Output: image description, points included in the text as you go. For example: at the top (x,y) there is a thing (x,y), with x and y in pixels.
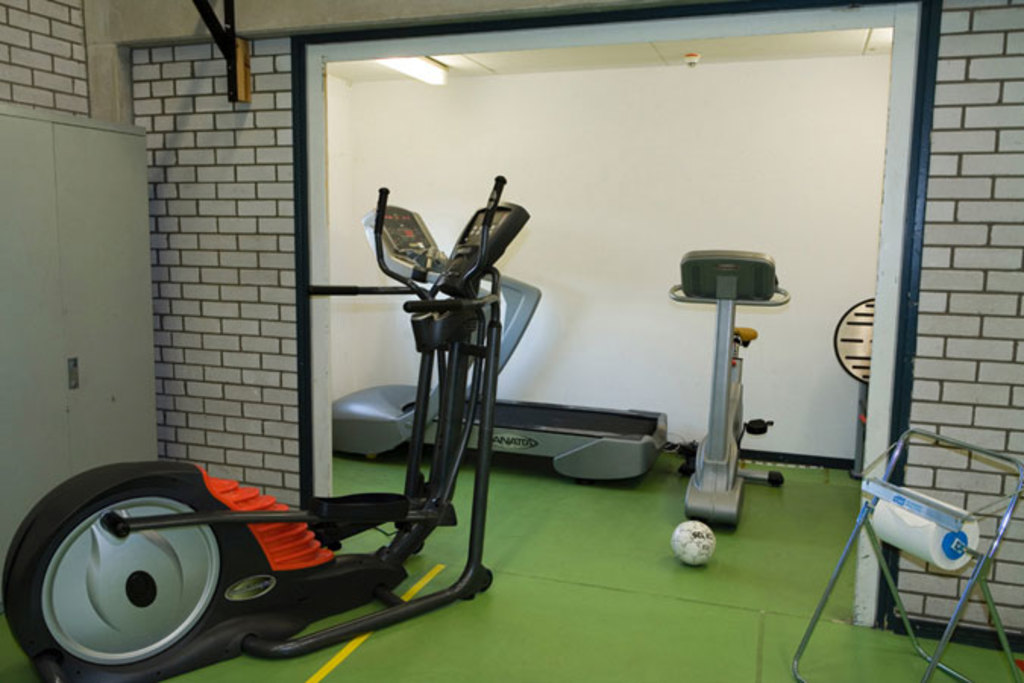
In this picture we can see gym equipment (357,582) and ball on the floor (652,570). On the left side of the image (8,371) we can see cupboard (67,384). In the background of the image (601,87) we can see wall (415,104), ceiling (346,78) and light (428,76).
